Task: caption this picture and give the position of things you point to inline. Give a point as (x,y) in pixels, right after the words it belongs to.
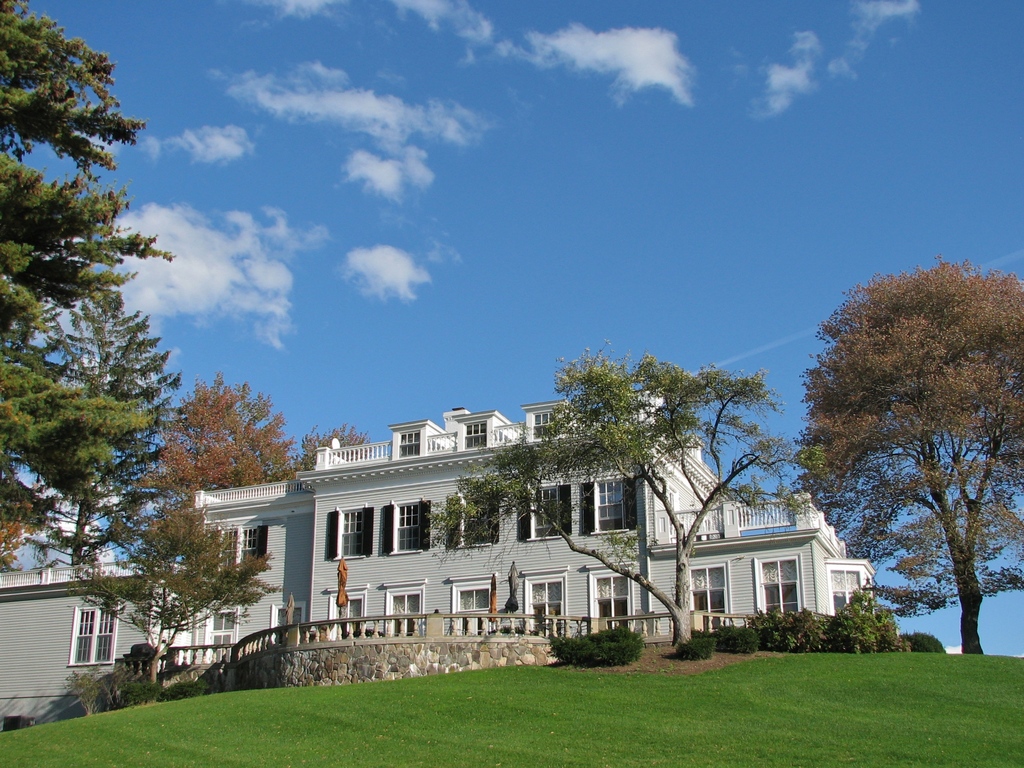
In this picture we can see a building (620,509) with windows (615,497), trees (61,190), grass (632,687) and in the background (535,96) we can see the sky (600,170) with clouds (325,101).
